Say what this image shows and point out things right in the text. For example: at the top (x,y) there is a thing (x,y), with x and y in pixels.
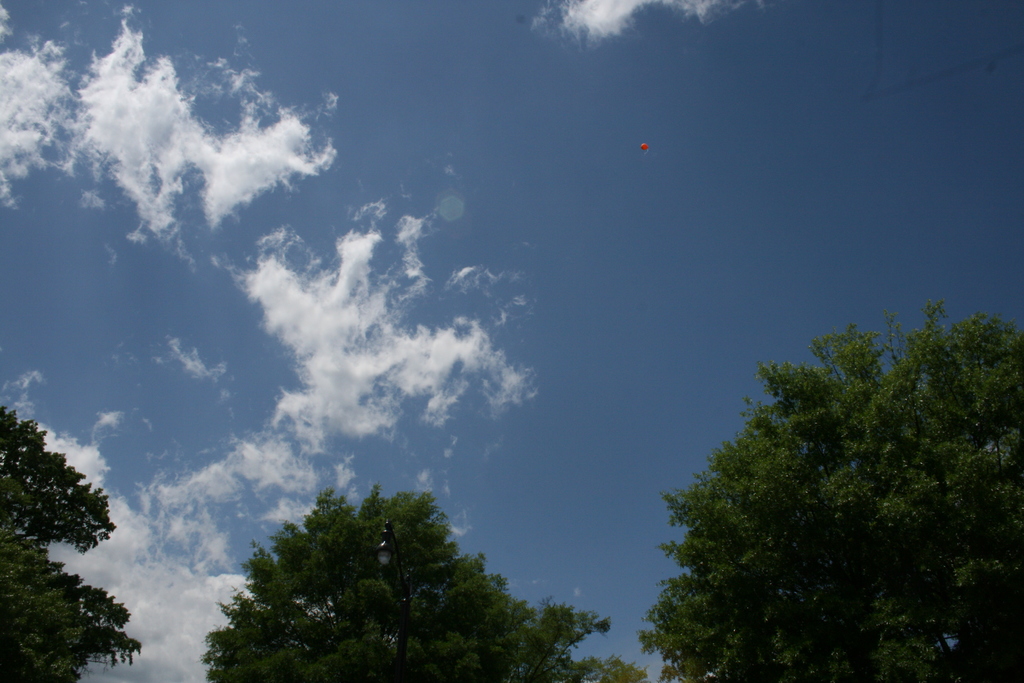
In this image we can see sky (302,300) with some clouds (326,370) and trees (406,510) are present.
